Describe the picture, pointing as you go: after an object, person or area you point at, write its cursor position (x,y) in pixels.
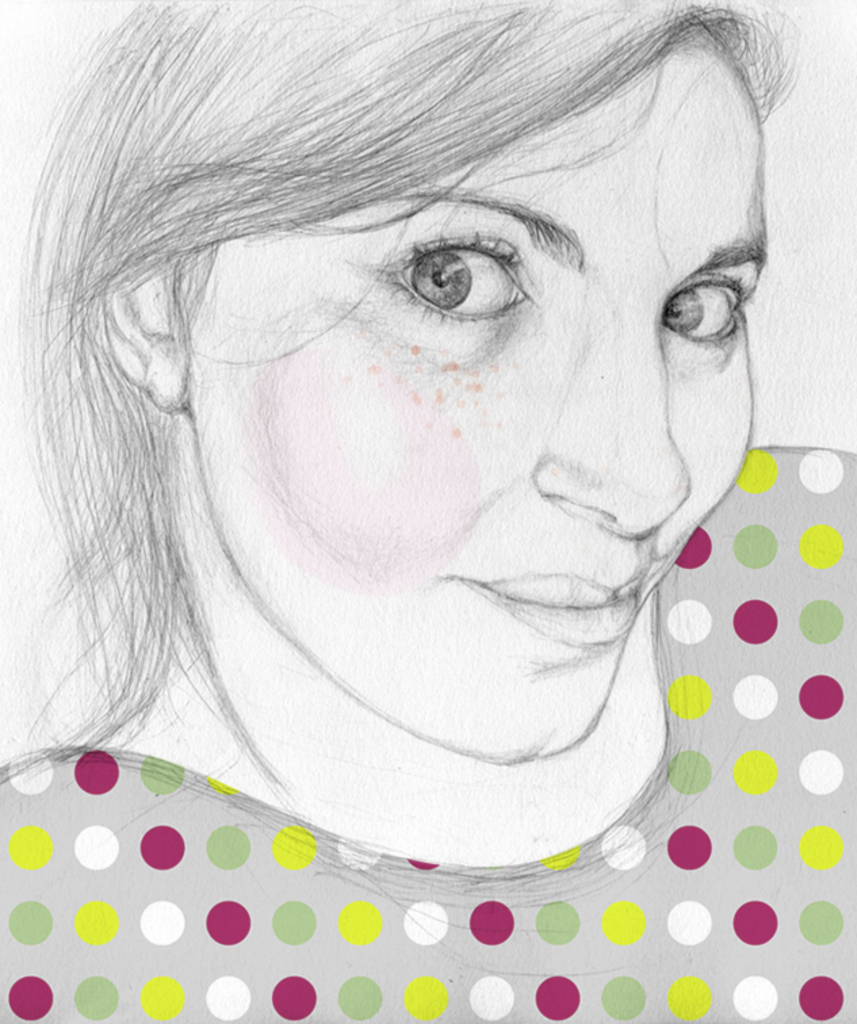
This picture is a pencil art of a woman (162,627).
